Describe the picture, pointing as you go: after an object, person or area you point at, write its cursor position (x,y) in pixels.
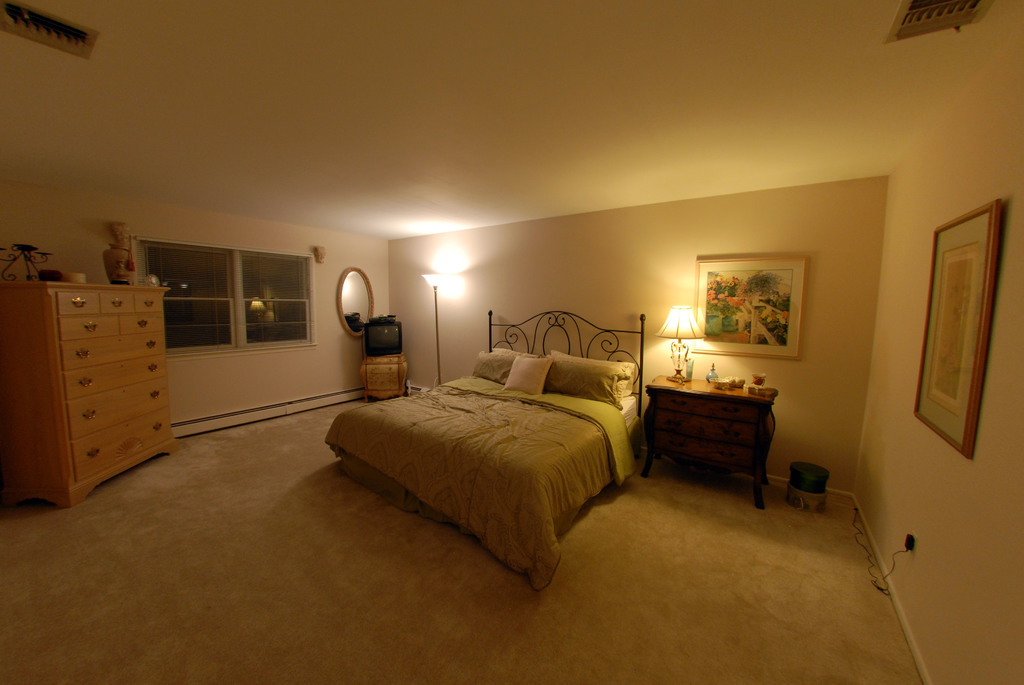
This looks like a bedroom (334,495). This is a bed (536,420) covered with a blanket (474,458). These are the pillows (565,384) placed on the bed (541,448). These are the photo frames (797,298) attached to the wall (820,339). This is a drawers (104,363), I can see a small pot (118,281) and stand (19,250) on the table (126,294). This is a mirror (338,303) attached to the wall (331,273). This looks like a small table (688,403) with a lamp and few things (713,388) on it. This is a television (389,344). This is the window (252,300). I can see another object (818,481) here which is placed on the floor (811,519).
